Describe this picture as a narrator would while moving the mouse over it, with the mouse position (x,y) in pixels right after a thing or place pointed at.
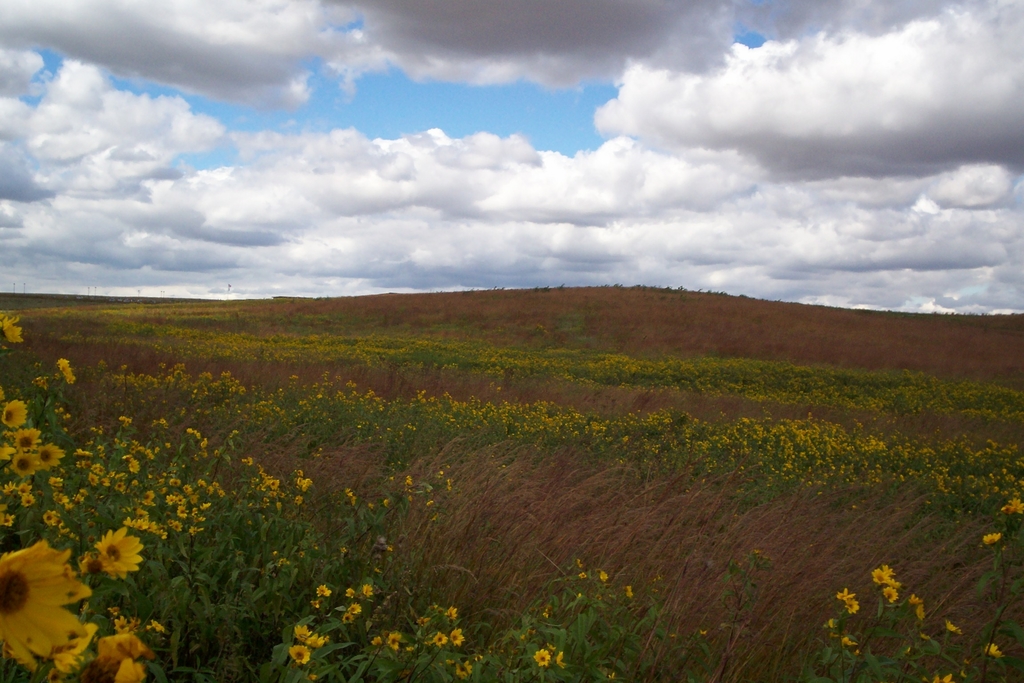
There is a field (358,463) of a yellow color flowers (252,340) at the bottom of this image (425,494), and there is a cloudy sky (494,237) at the top of this image (432,184).
